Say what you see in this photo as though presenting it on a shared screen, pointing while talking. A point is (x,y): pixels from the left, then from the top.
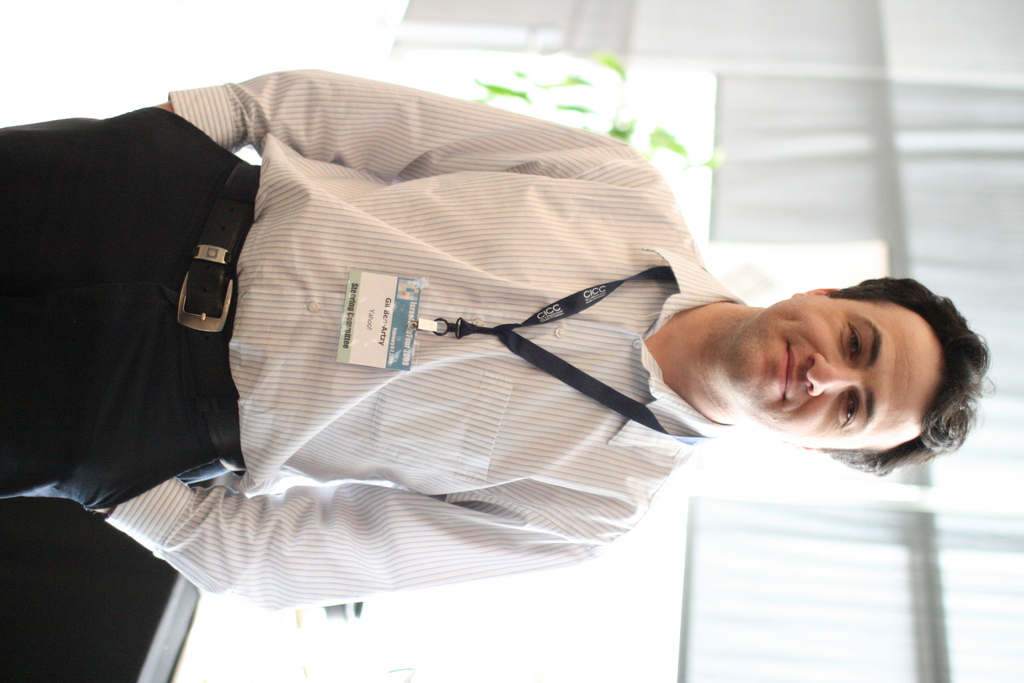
In this image I can see a person (444,292) wearing white shirt (413,239) and black pant (118,255) is standing. In the background (570,106) I can see few glass windows (627,104), a plant (668,133) which is green in color and few window blinds (837,565).
